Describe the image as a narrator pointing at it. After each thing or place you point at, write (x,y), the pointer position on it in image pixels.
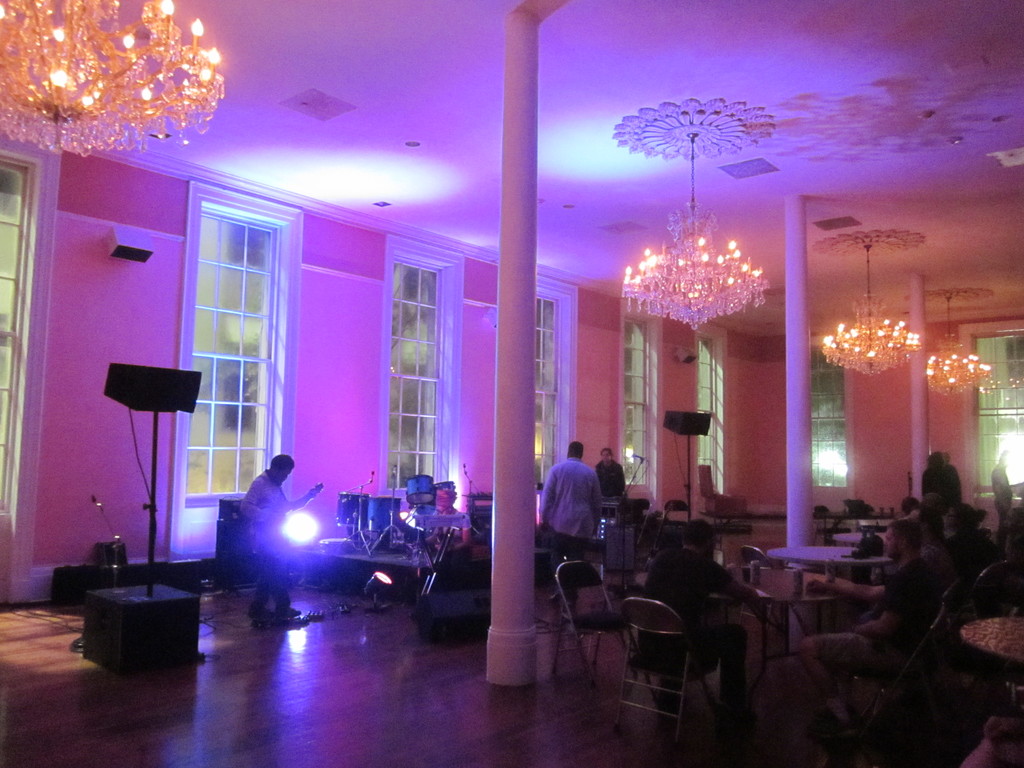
In this picture there are few people (929,502) sitting on the chair (979,575). These persons (619,492) are standing. This person (265,615) holding guitar (274,529). There is a musical instruments (388,519). On the background (483,320) we can see wall (339,331) and window (241,368). These are pillars (809,326). On the top (700,238) we can see lights (939,383). This is floor (283,697). We can see Chairs (579,619) and tables (850,552).
